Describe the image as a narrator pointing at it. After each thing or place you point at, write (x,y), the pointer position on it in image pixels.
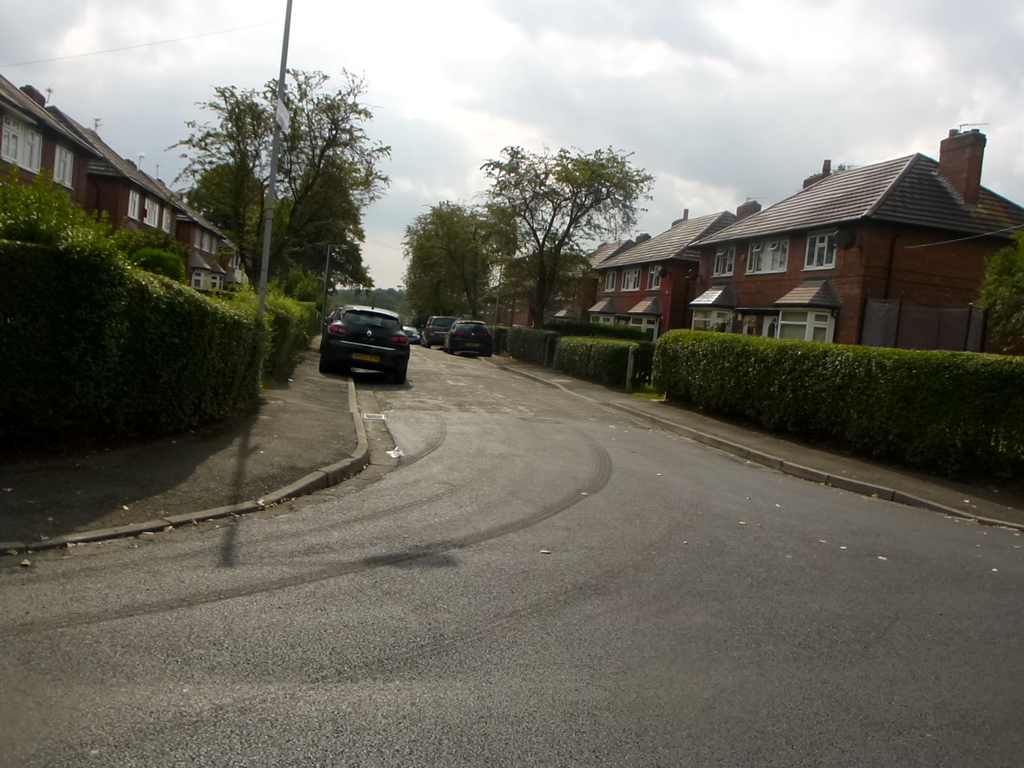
In this image we can see a few houses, there are some trees (400,307), plants (311,302), windows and a pole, also we can see some vehicles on the road (747,485), in the background (382,287) we can see the sky (437,175) with clouds (547,119).
